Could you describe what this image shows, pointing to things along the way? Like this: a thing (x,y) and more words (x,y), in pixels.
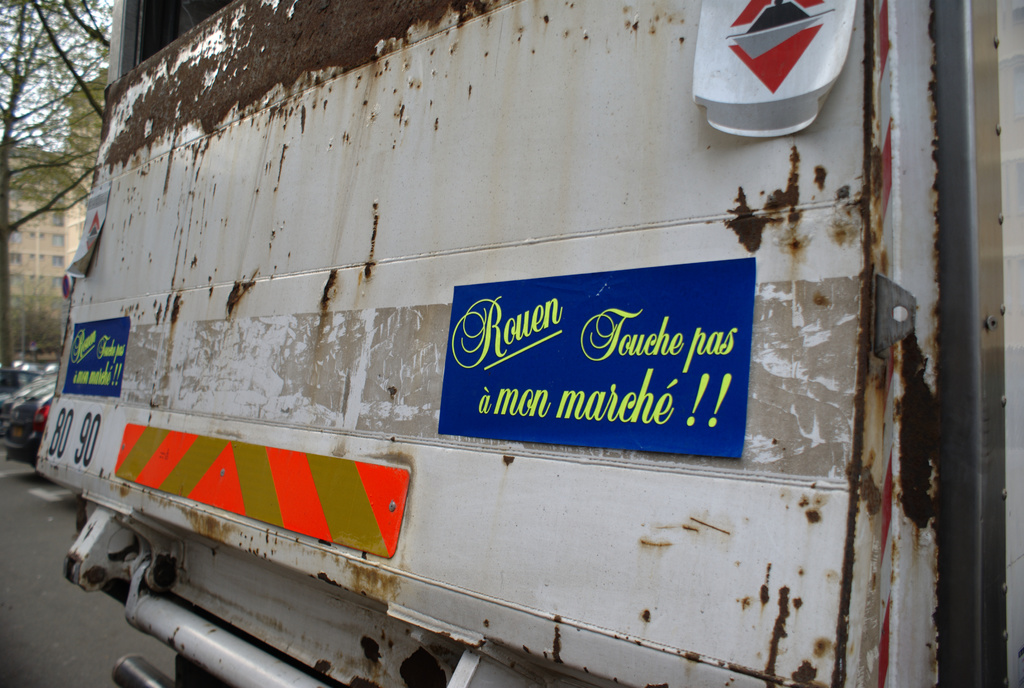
In this image in front (393,344) it is a back side picture of a vehicle (253,492). On the backside (48,379) there are cars (30,411) on the road (63,495). In the background (62,213) there are trees (74,174), buildings (43,229) and sky (39,86).
